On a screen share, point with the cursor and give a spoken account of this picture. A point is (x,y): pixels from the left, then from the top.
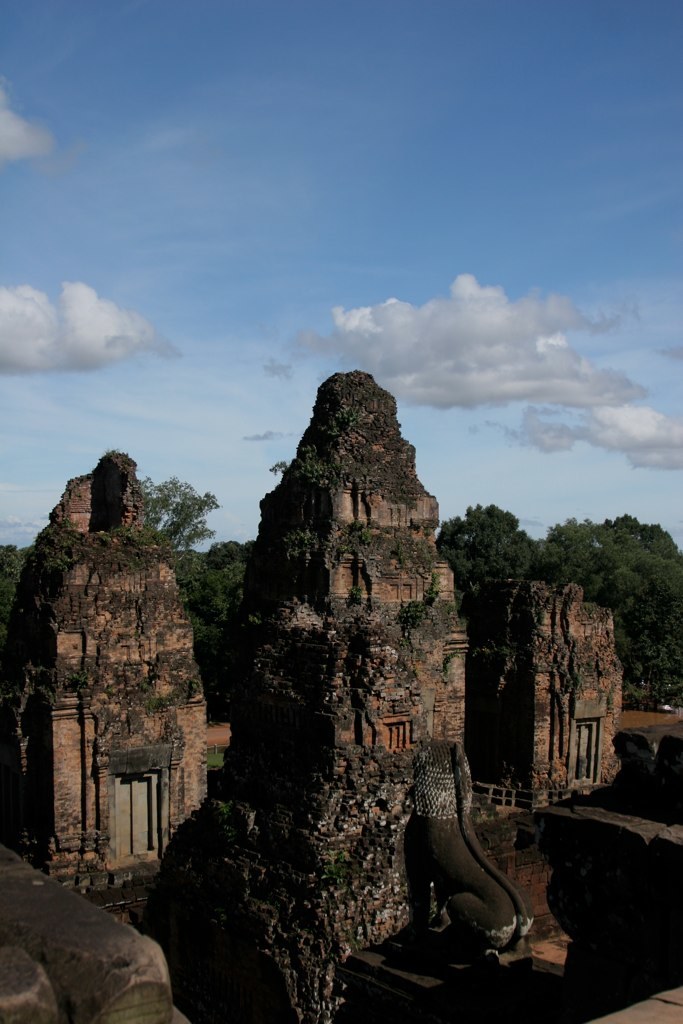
In this picture we can see there are ancient architectures (320,718) and a statue (413,823). Behind the architectures (329,641), there are trees (590,577) and the sky (502,350).
